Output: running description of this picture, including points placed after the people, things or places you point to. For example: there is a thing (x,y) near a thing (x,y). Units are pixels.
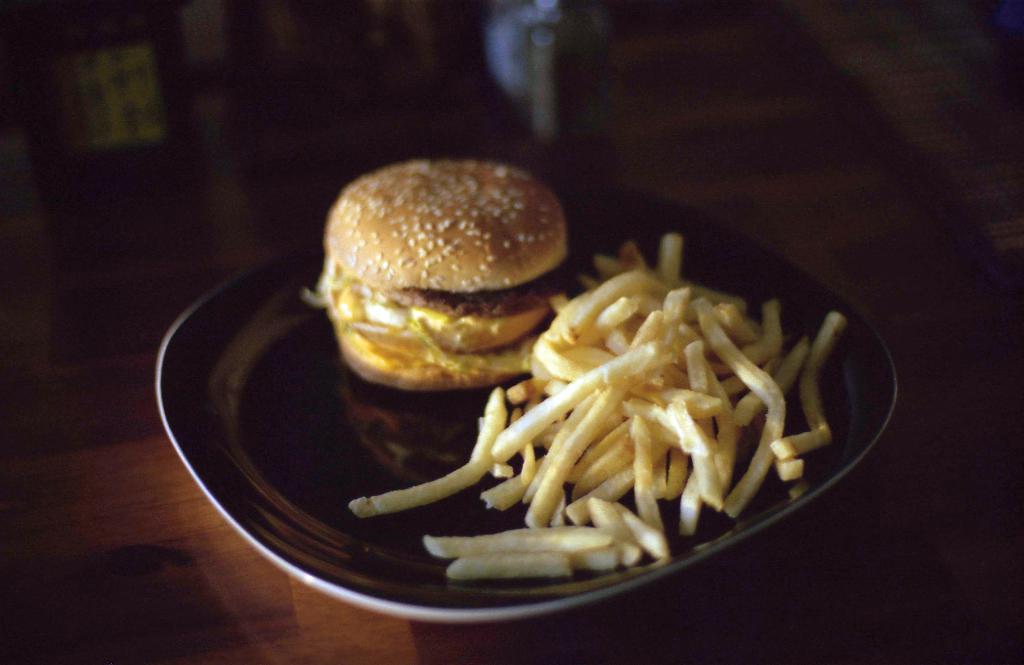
In this image I see a plate (426,416) on which there are french fries (590,399) and I see a burger (469,281) over here and this plate (559,284) is on a brown color surface (85,335) and it is a bit dark in the background (537,126).
